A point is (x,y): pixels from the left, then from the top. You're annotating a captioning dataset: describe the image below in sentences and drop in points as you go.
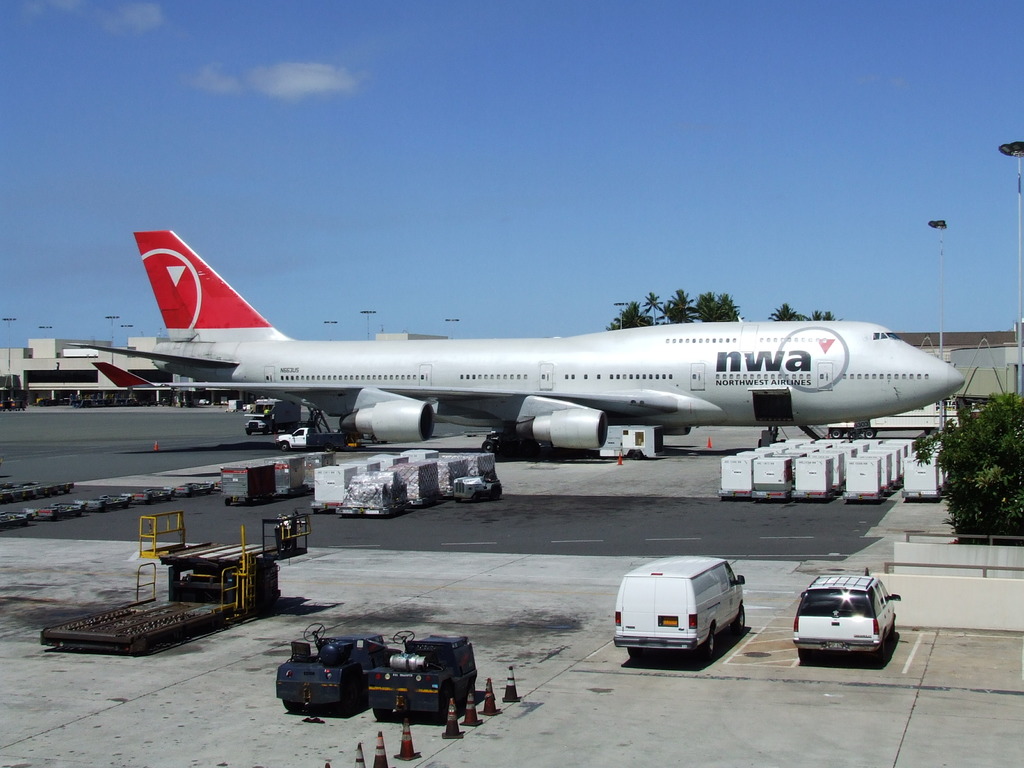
In this image I see an aeroplane (339,362) over here which is of white and red in color and I see something is written over here and I see few vehicles (339,651) and I see the cones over here and I see the path (363,723) and I see many containers (738,470) over here and I see the plants (960,477) over here. In the background (943,421) I see the buildings (980,370), poles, trees (661,316) and the sky (469,228).
